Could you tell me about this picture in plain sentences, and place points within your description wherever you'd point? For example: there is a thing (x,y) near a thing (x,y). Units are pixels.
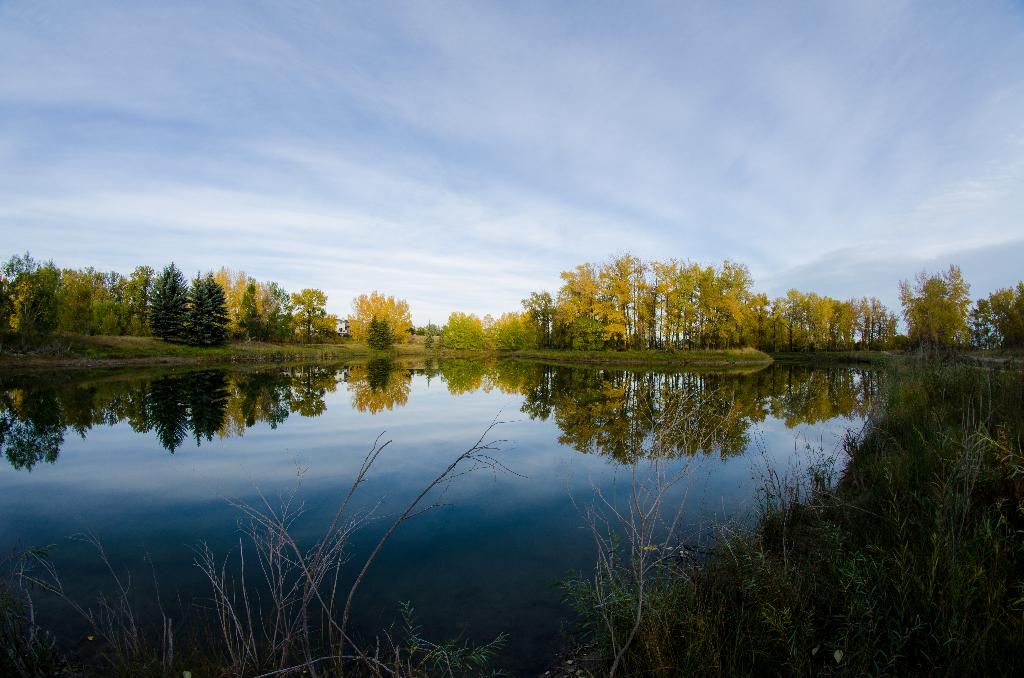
In this image there is a lake (459,448), on the bottom right (947,574) there are plants (865,608), in the background (93,306) there are trees (35,279) and the sky (480,169).
